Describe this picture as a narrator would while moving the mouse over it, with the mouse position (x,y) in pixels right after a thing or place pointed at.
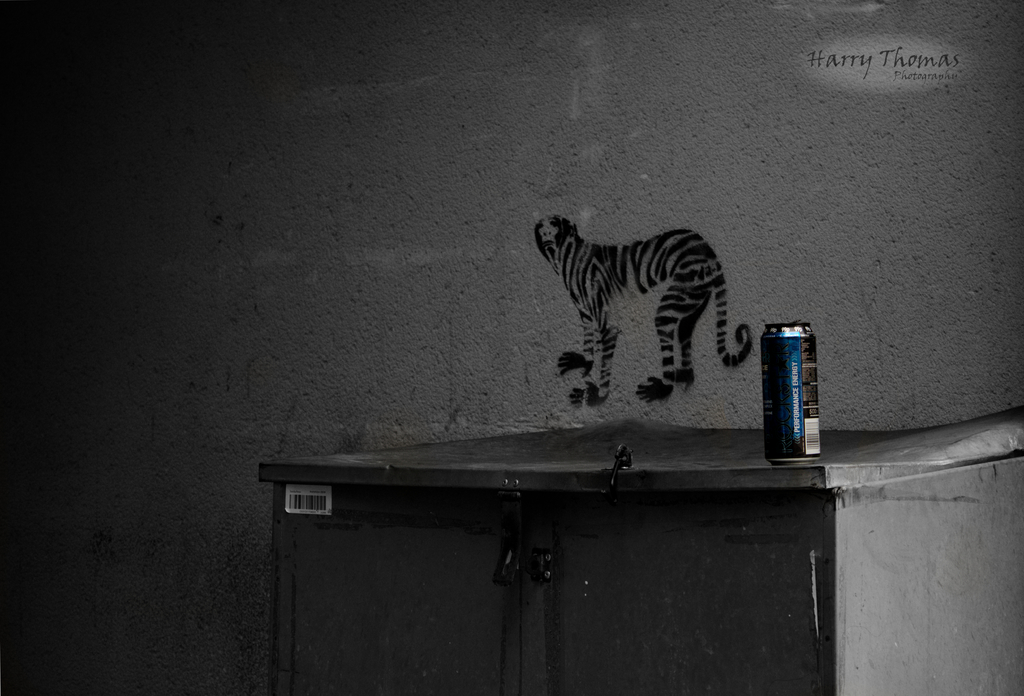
In this image we can see a cupboard (710,566) on which a soda can (787,411) is placed. In the background (678,293), we can see a painting (689,284) of an animal (709,299) on the wall (691,259).
